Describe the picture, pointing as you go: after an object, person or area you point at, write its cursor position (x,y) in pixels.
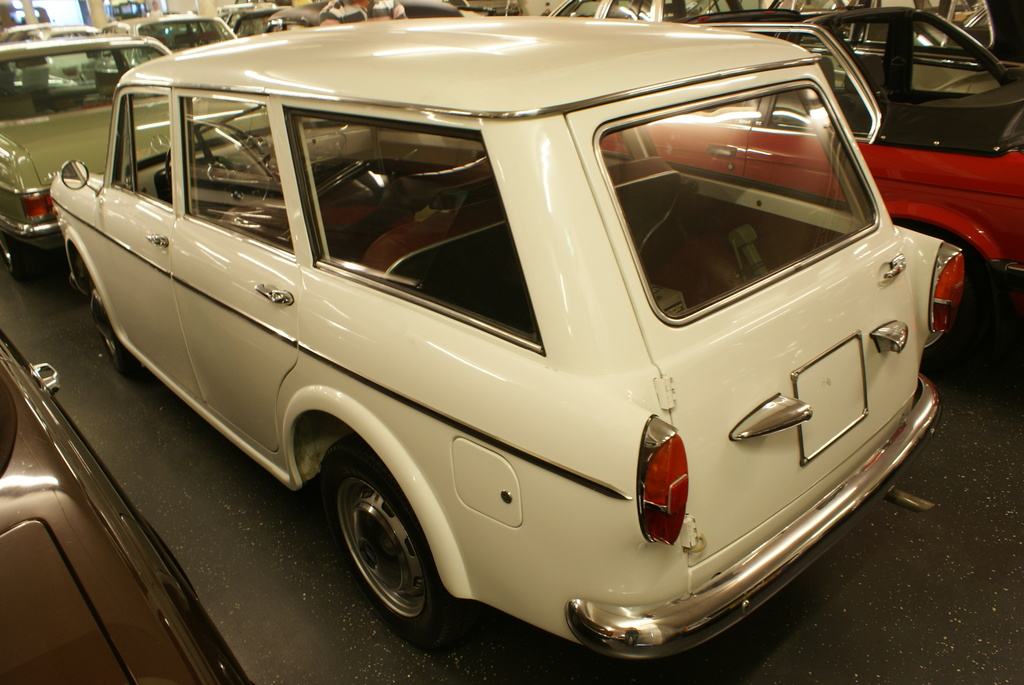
In this picture there are different types of cars (655,259). Front we can see a white color car (545,146), on right side (912,122) we can see a red color car (932,201) on left side (38,150) there is a green color car (35,210) and we can also see a person (365,7) in background (174,36), few cars (189,32) and a pillar (99,15).
